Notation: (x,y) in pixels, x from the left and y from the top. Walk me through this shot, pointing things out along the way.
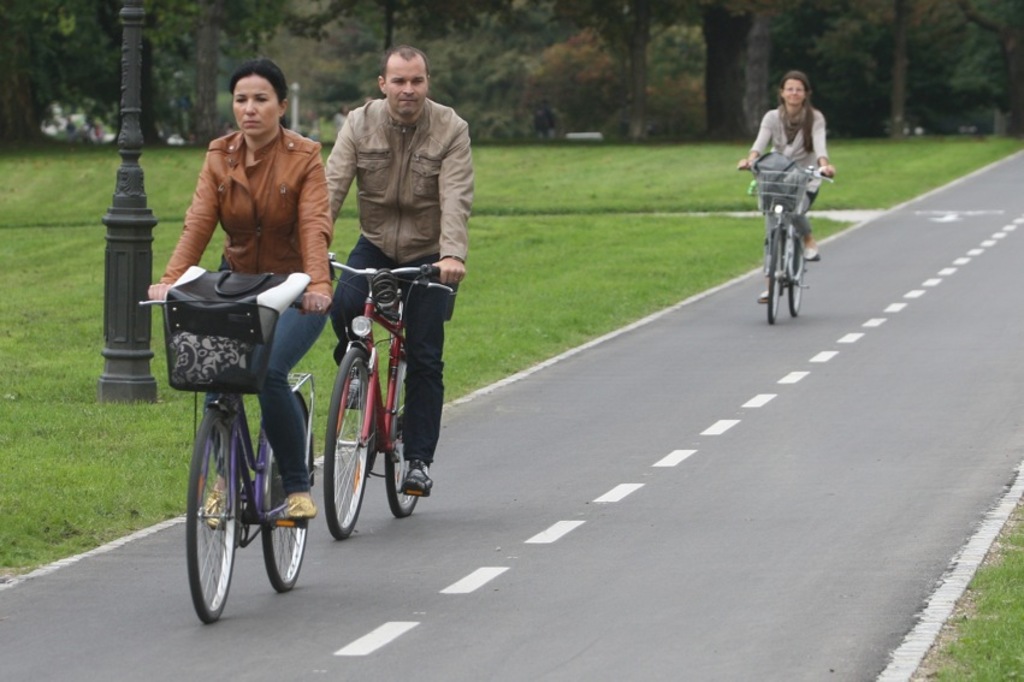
Here in this picture we can see two ladies (241,216) and one man (411,212) is riding bicycle (239,480) on the road (676,485). On the right side (1005,616) there is a grass (983,633). On the left side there is a grass (564,273) and in background (600,44) we can see some trees (628,86). And left side (137,254) there is a pole (133,163).
